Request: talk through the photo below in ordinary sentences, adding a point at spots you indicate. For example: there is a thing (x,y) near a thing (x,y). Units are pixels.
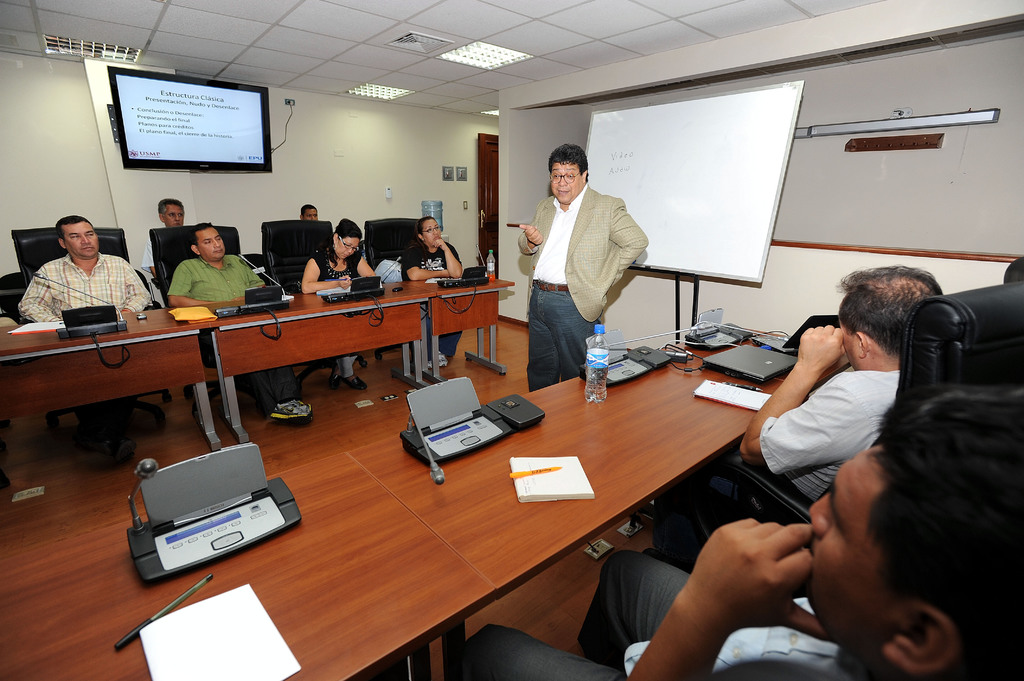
This image is looking like these people (652,630) are in the meeting. We can see few chairs (928,366) and two tables (218,320) placed here. On the top of the table (691,384) we can see mics (162,568), books (202,633), pen (168,608) and water bottles (607,354). This man (533,358) who is standing is holding a marker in his hands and speaking. We can see a white board (692,150) placed in the background of the image (742,214). There is a monitor screen (173,112) placed on the left side of the image (148,128).
